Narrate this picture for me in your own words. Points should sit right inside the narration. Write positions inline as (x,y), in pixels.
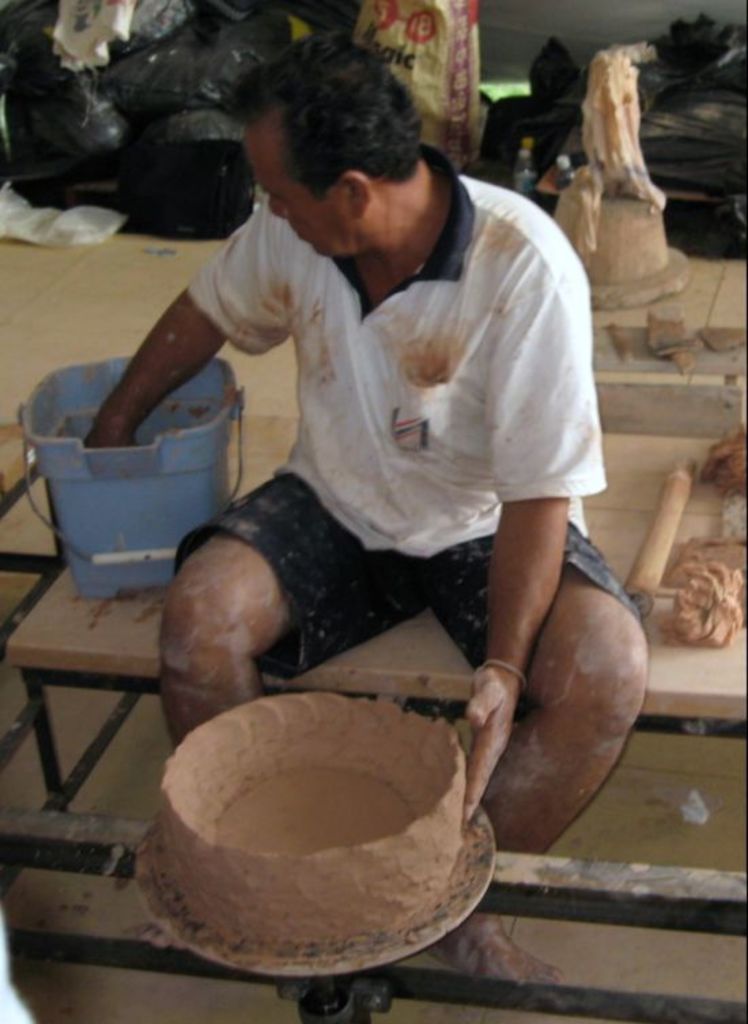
In this image we can see a man (373,372) is sitting on a bench (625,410) and there is an object (282,848) on a rod (47,815). We can also see a bucket (104,515) and objects (709,551) on the bench (691,522). In the background (198,198) we can see objects (246,213) on the floor (282,376).
